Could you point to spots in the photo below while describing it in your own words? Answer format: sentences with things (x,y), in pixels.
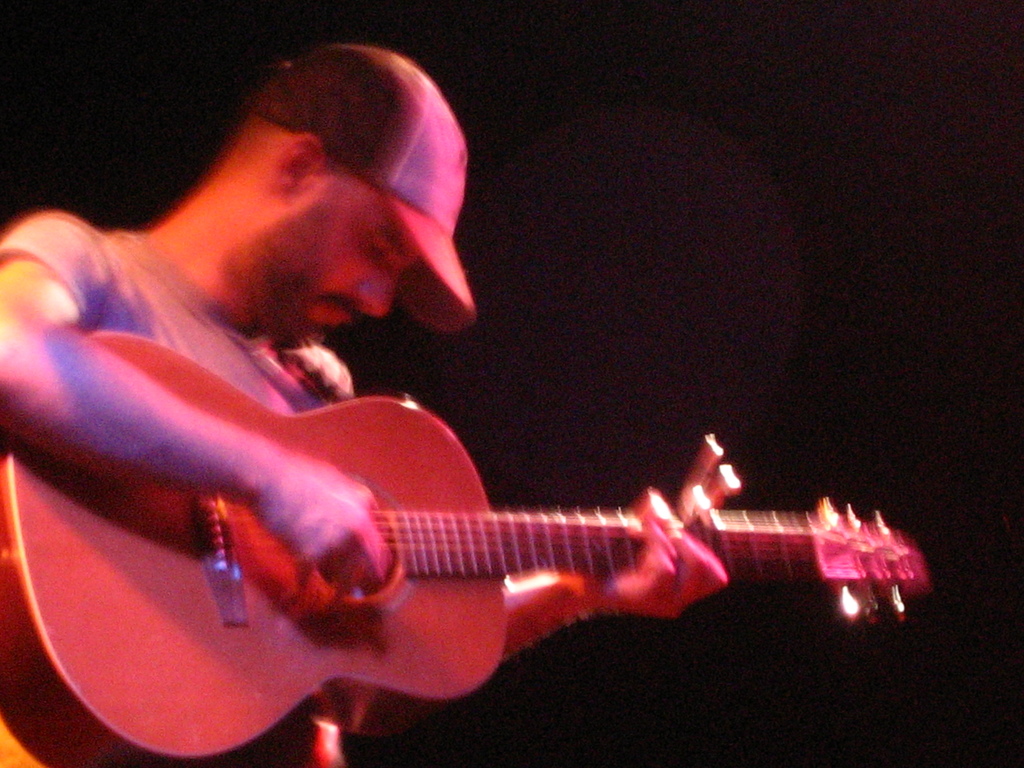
Here we can see a person (594,584) playing a guitar (743,520) and he is wearing a cap (441,179).
